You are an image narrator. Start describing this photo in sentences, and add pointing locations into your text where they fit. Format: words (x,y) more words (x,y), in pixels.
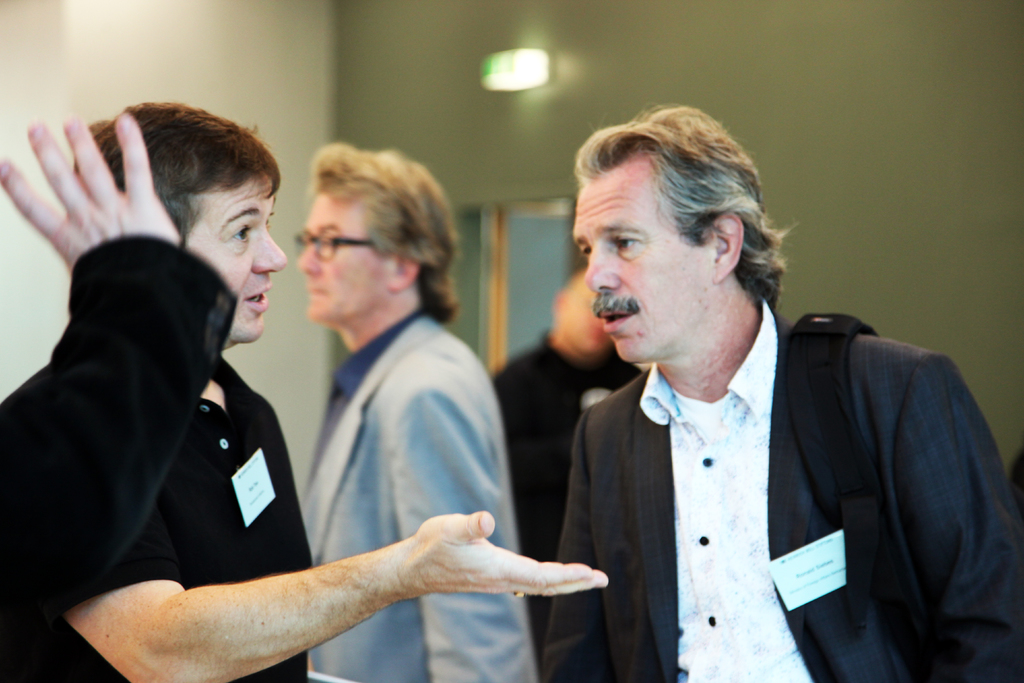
In this picture we can see four persons (384,520). Behind the people (400,484), there are walls (465,280), a door (491,284) and light (503,81). On the left side of the image (115,212), there is a person's hand (127,198).
